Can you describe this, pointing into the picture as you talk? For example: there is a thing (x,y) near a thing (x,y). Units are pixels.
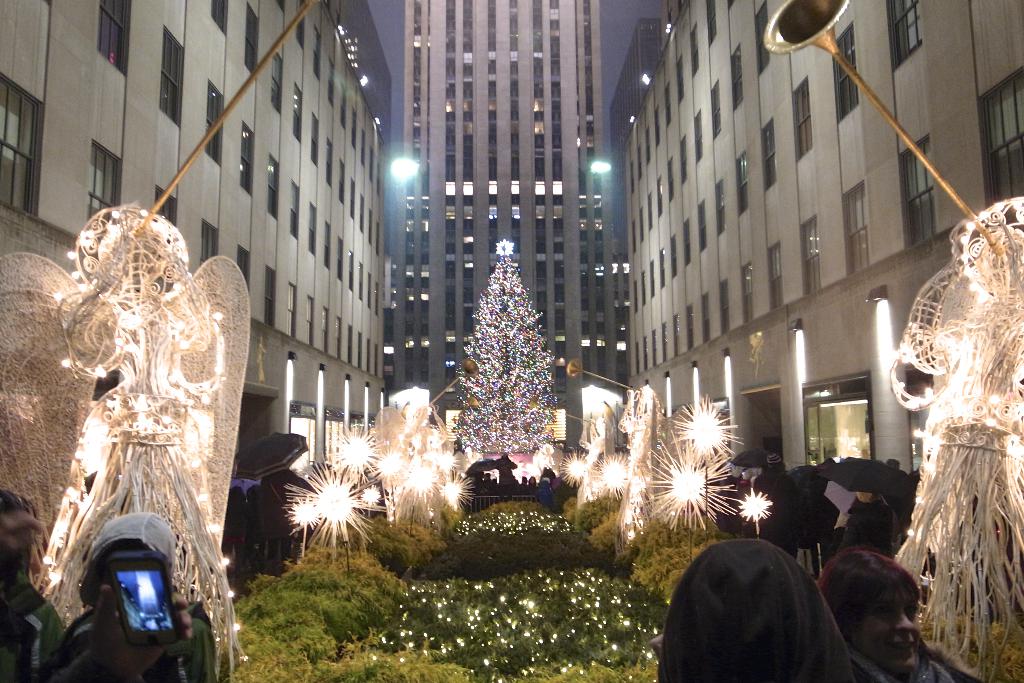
In this image I can see the statues (133,488) with lights (110,401). To the side of these statues (83,415) I can see the group of people (725,591). I can see one person (87,631) holding the mobile (145,609). To the side of these people (140,662) I can see the plants (451,606), lights (526,528) and the Christmas tree (465,423). In the background (448,402) I can see the buildings (584,414) and the sky (602,44).
